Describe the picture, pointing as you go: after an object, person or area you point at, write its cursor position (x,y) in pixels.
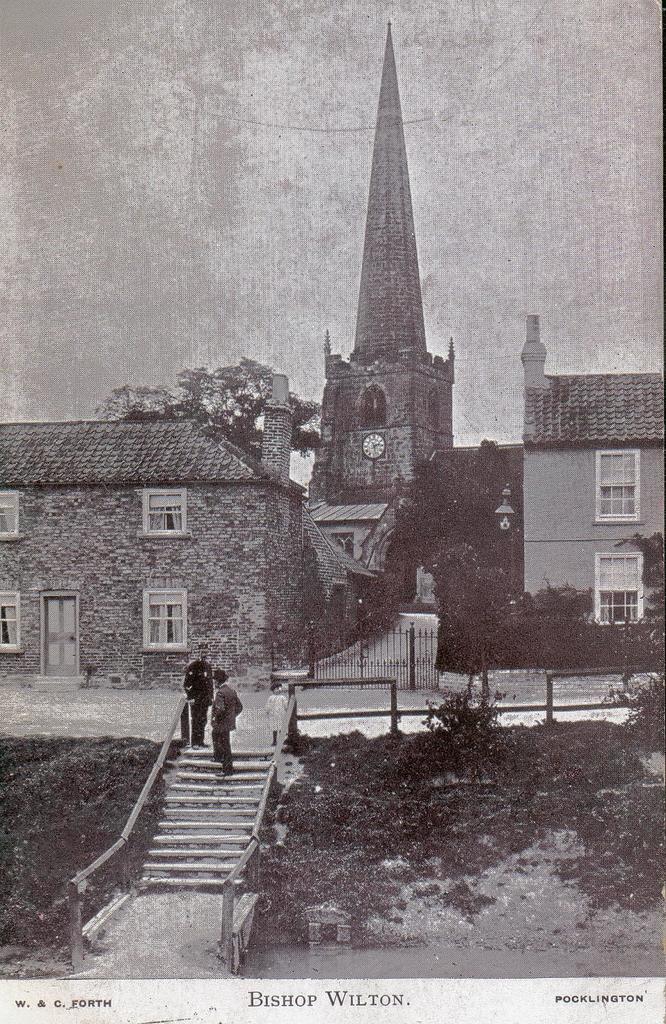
In the image I can see a place where we have some buildings (545,549), staircase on which there are some people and also I can see some trees (476,557) and plants (307,792).
